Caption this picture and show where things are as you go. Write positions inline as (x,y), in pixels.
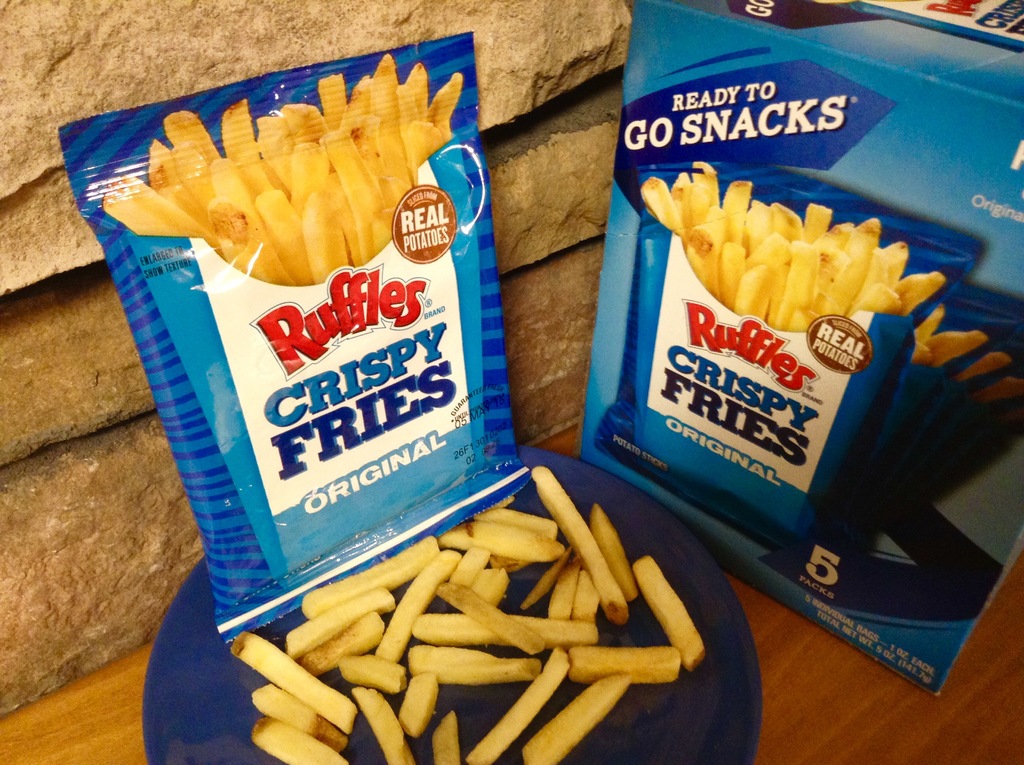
In this image I can see french fries packet (429,507), box (867,510) and a plate (152,729) filled with french fries (600,666) kept on the table (853,689). In the background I can see a wall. This image is taken may be in a hall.
